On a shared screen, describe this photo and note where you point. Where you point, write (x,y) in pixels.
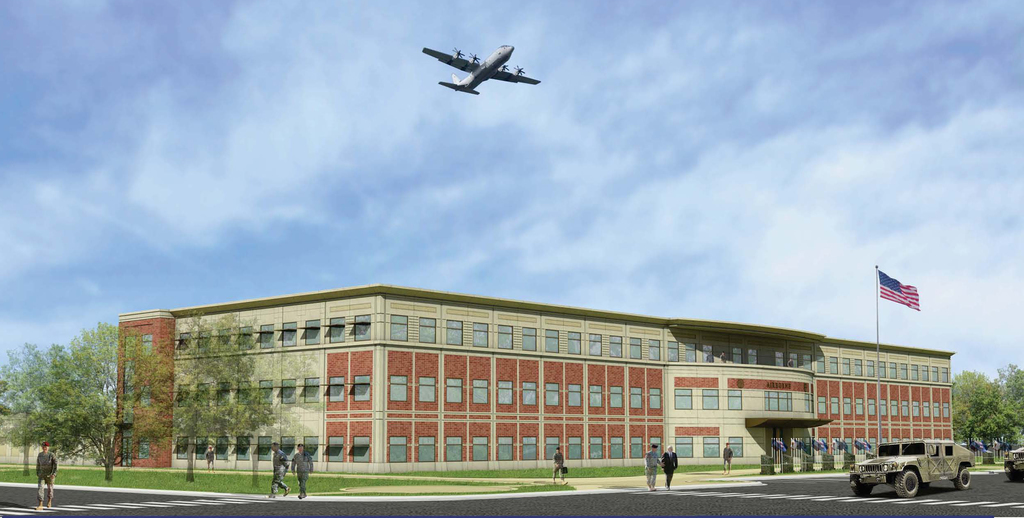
It is the animation image in which there is a building (606,375) in the middle (645,339). Above the building (718,392) there is a flag (899,290). On the right side (944,506) there is a road (998,494) on which there are military vehicles (925,455). At the top (486,73) there is an airplane (467,78) flying in the sky (491,80). On the left side (148,417) there are trees (126,412). There are few people (281,473) walking on the footpath (399,489).
